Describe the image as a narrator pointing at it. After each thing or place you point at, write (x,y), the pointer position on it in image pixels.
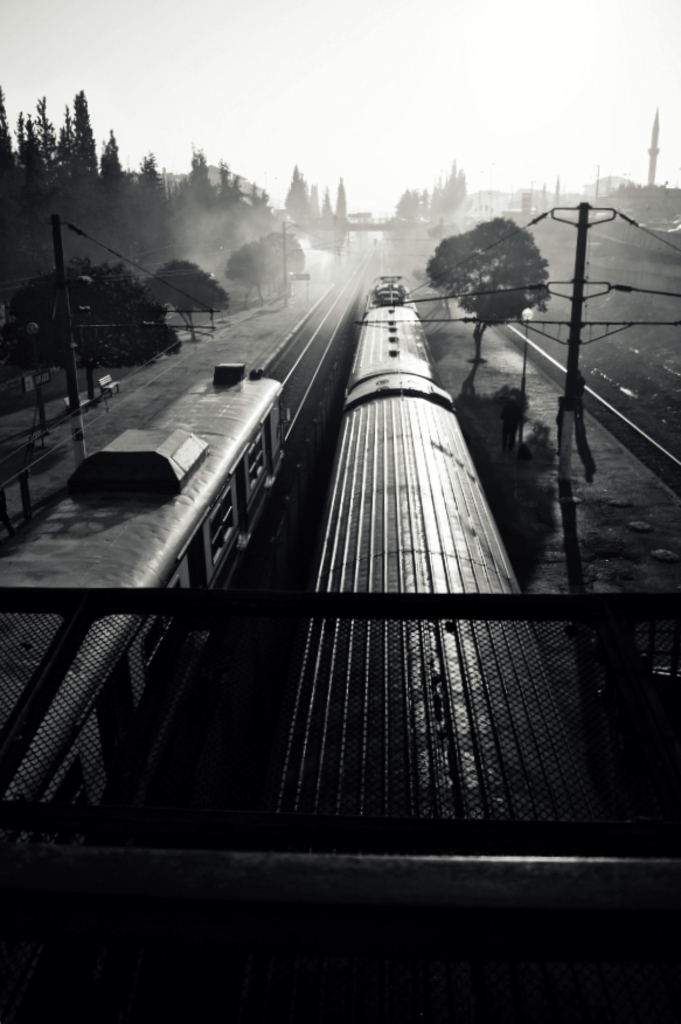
In this picture I can see there is a trains (425,477) passing on the track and there are some trees (485,239) and electric poles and the sky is clear.
